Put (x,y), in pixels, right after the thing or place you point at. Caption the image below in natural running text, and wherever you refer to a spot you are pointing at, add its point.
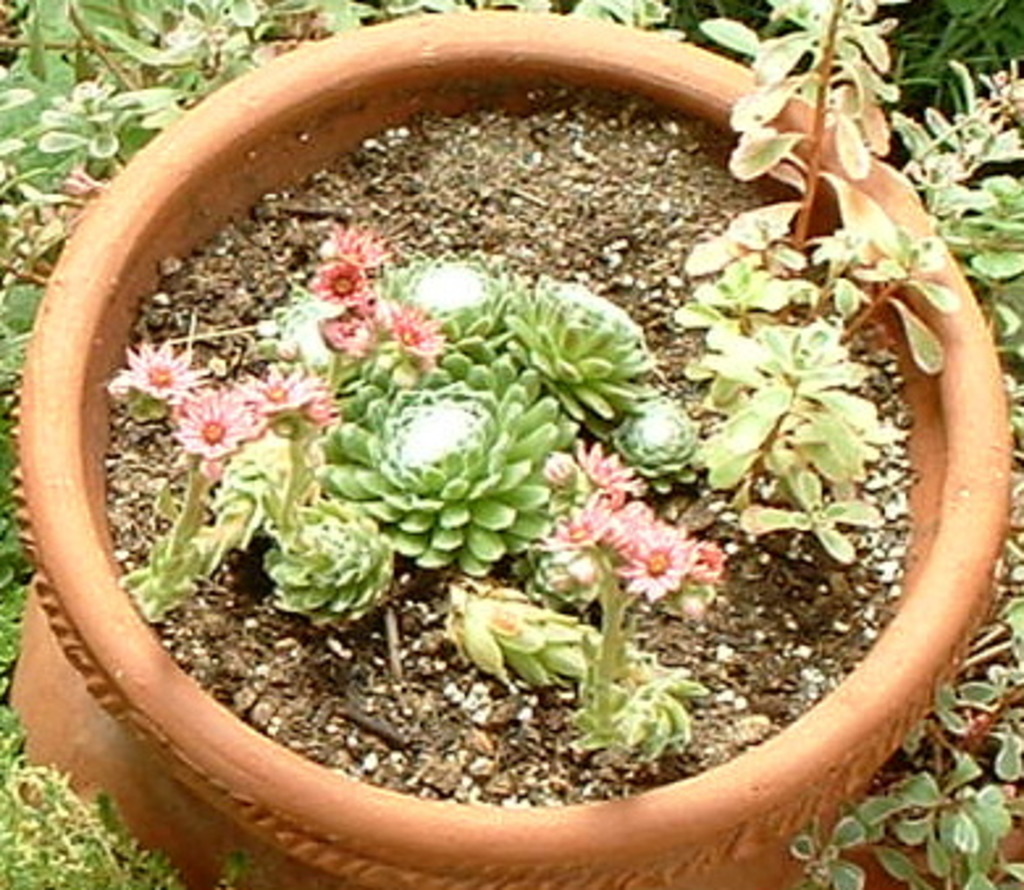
This picture shows plants (600,483) in the pot (160,845) and we see few plants (45,16) on the side.
